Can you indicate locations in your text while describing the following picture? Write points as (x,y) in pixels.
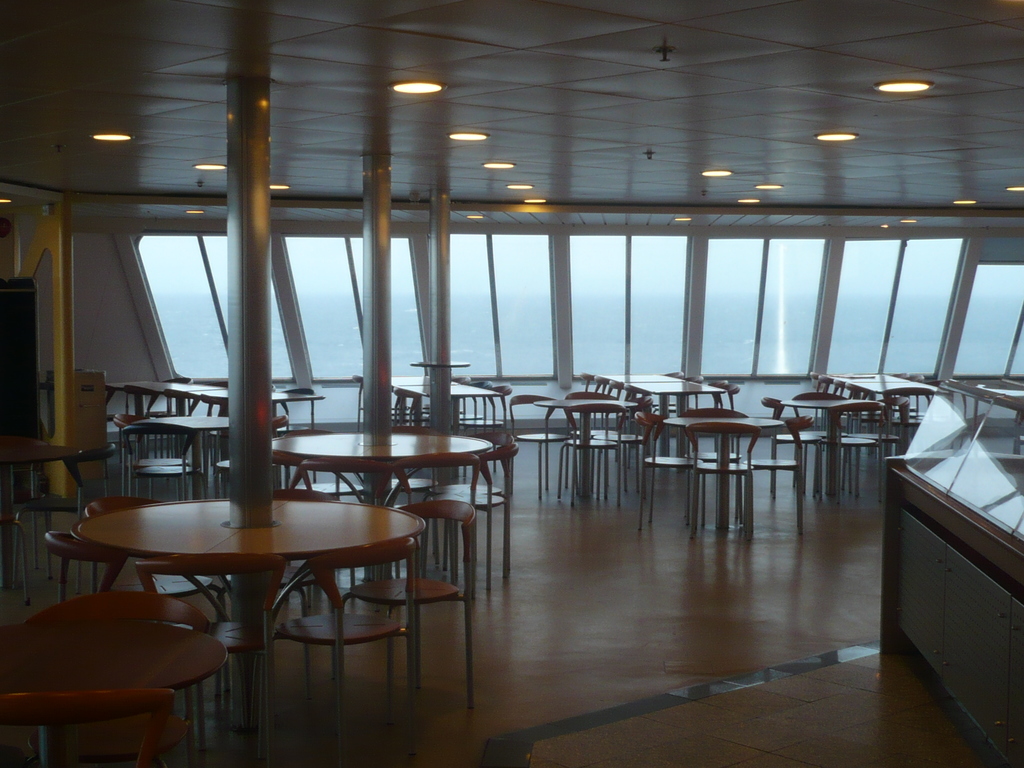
This is the inside view of the restaurant (490,402). In this image we can see tables (104,666), chairs (109,692) and at the right side of the image (937,563) there is a counter (950,449).
